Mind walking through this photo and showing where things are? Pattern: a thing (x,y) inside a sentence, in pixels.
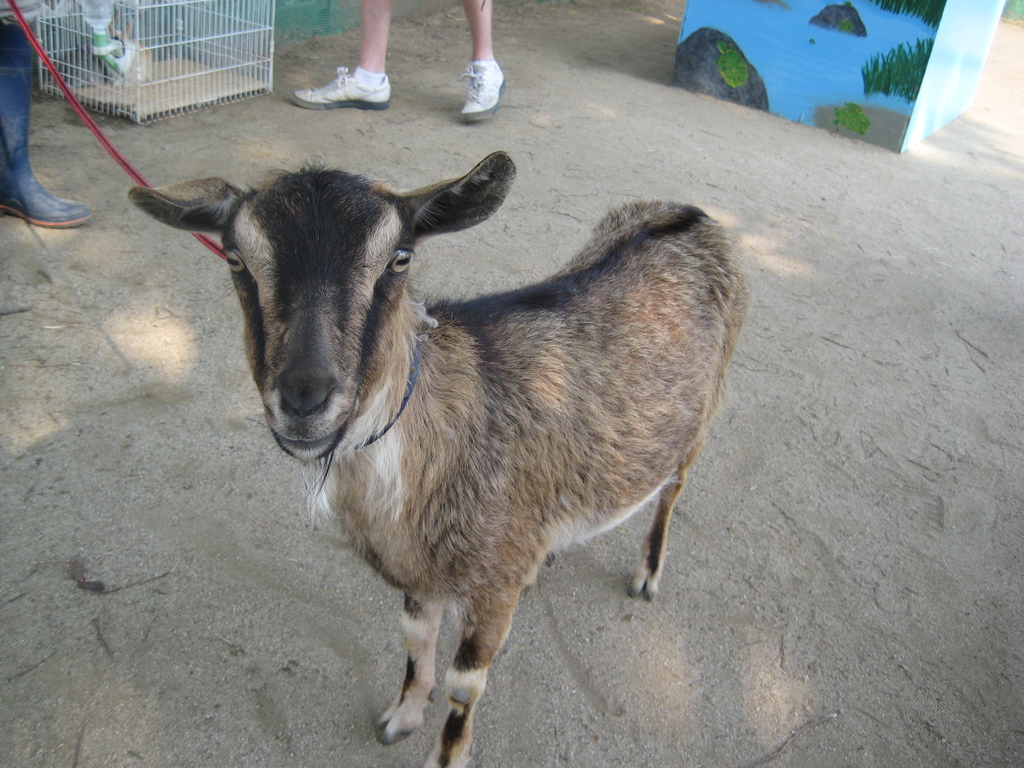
This image is taken outdoors. At the bottom of the image (718,624) there is a ground (202,457). In the background (242,49) there is a cage (217,56). There is a person (373,85) walking on the ground (446,89). There is an object (793,55) which is in a cube shape. On the left side of the image (10,144) there is a person (27,143) standing on the ground (49,167). In the middle of the image (390,364) there is a goat (401,424).
